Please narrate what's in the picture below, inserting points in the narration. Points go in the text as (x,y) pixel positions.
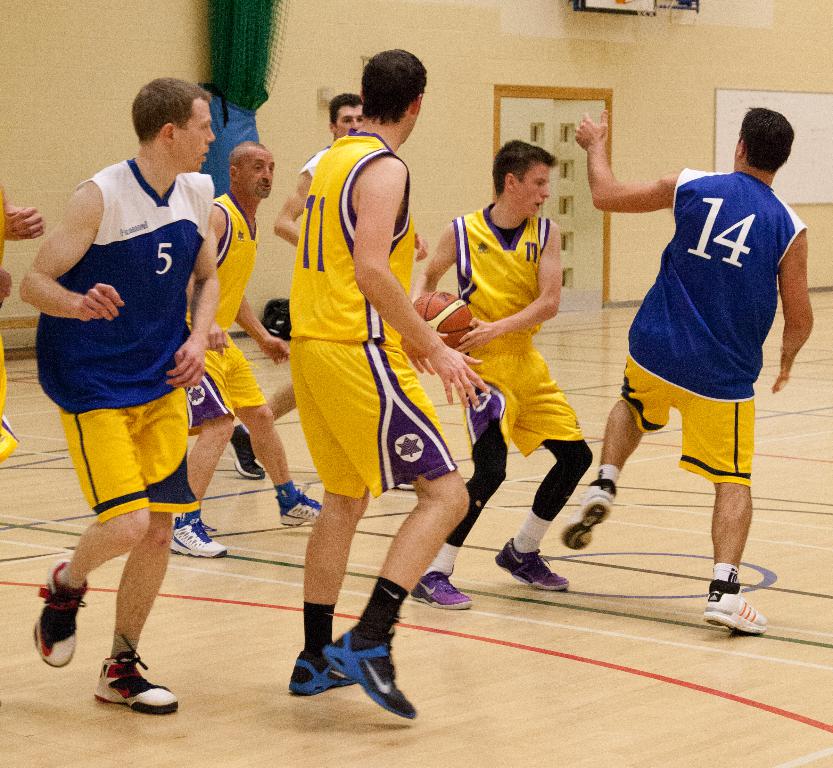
In this image we can see people (439,337) wearing different costumes (322,185) and we can also see a ball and a white board (786,174).
